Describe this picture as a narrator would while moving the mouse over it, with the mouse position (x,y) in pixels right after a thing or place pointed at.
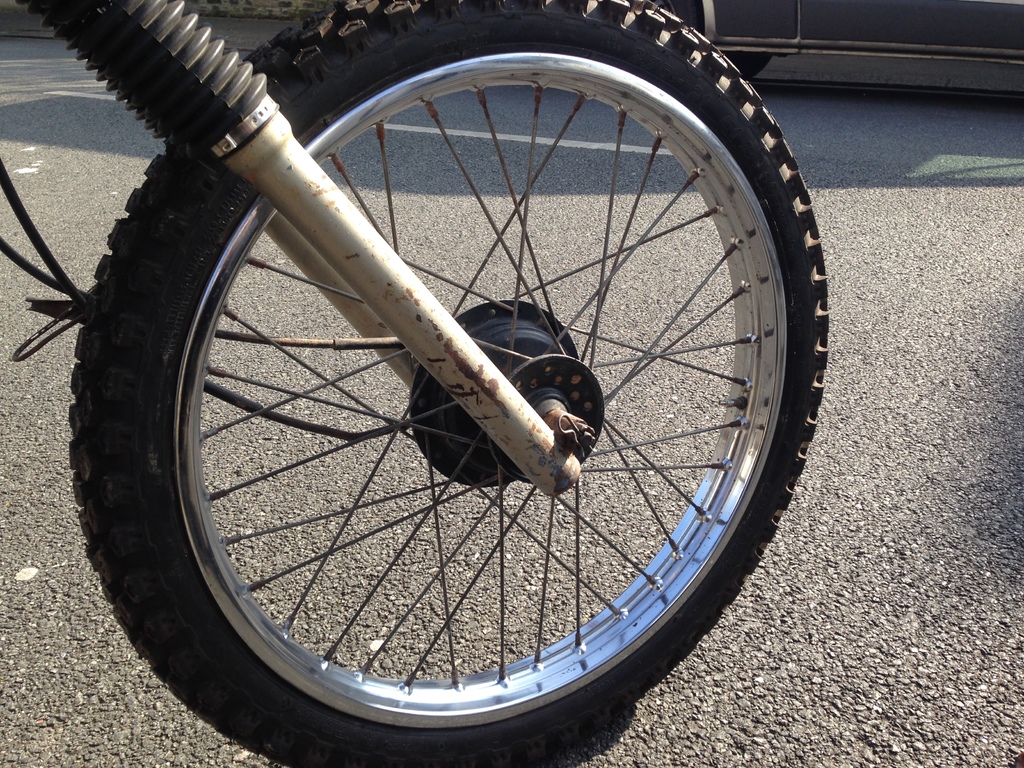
In this image we can see a tire (473,747) of a vehicle (279,115). At the bottom of the image (786,715) there is road (712,736).
